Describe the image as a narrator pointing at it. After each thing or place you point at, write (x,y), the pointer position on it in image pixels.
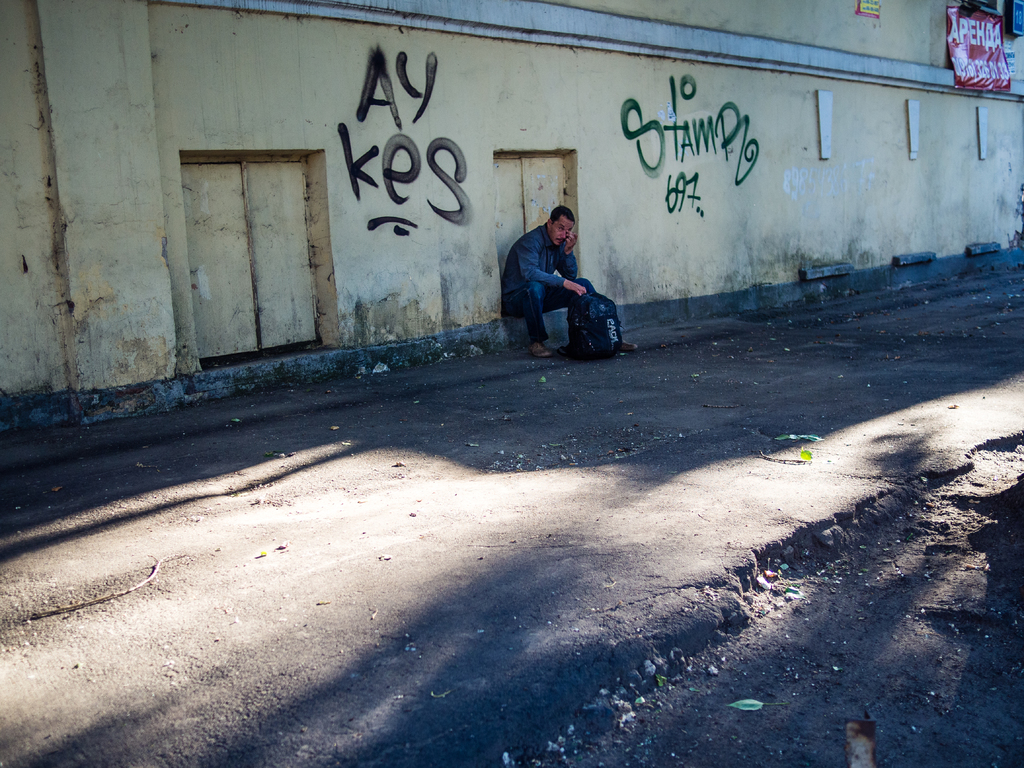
In this image there is a man (512,292) sitting on the wall (507,328) by holding the black colour bag (582,327). There is a road (548,446) in front of him on which there are stones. In the background (533,104) there is a wall (455,102) on which there is painting (387,166). On the right side (959,66) top corner there is a banner (959,30) to the wall (911,35).
